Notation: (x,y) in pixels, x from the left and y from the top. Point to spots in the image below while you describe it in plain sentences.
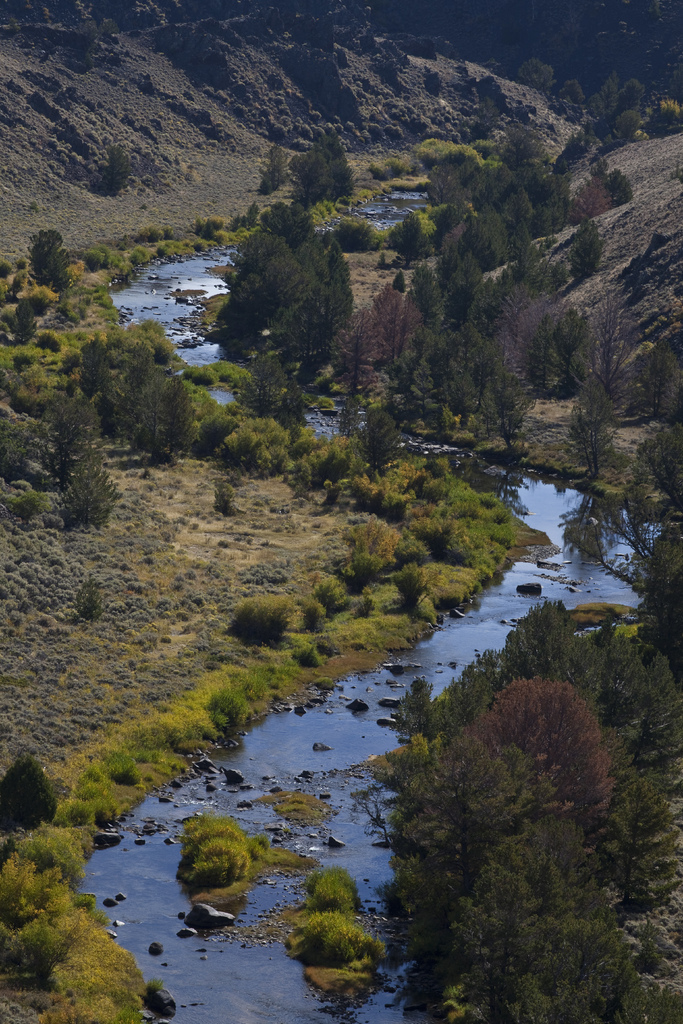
In the center of the image (438,659) there is a river (273,726). In the background (291,323) there are trees (485,355) and we can see hills (499,46).
